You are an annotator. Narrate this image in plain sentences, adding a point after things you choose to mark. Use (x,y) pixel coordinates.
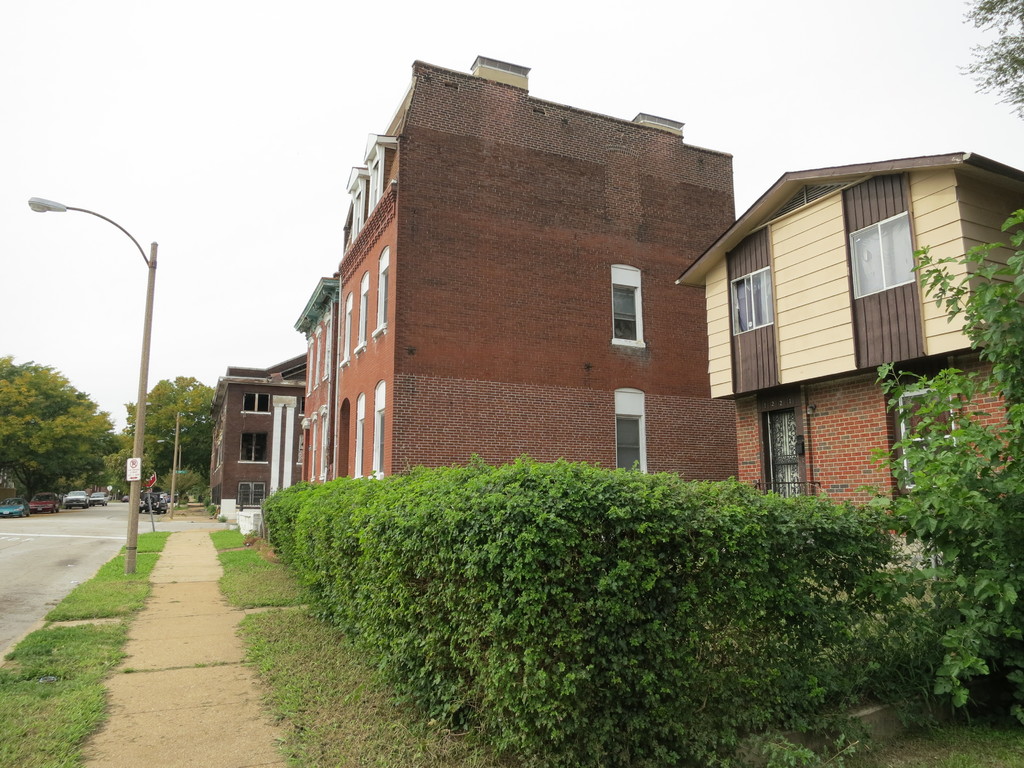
In this image I see number of buildings (499,349), bushes (546,522), path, green grass (271,575) and I see a light pole (136,488) over here. In the background (103,419) I see number of trees (93,421), cars (17,510) and I see the cloudy sky (650,75).
